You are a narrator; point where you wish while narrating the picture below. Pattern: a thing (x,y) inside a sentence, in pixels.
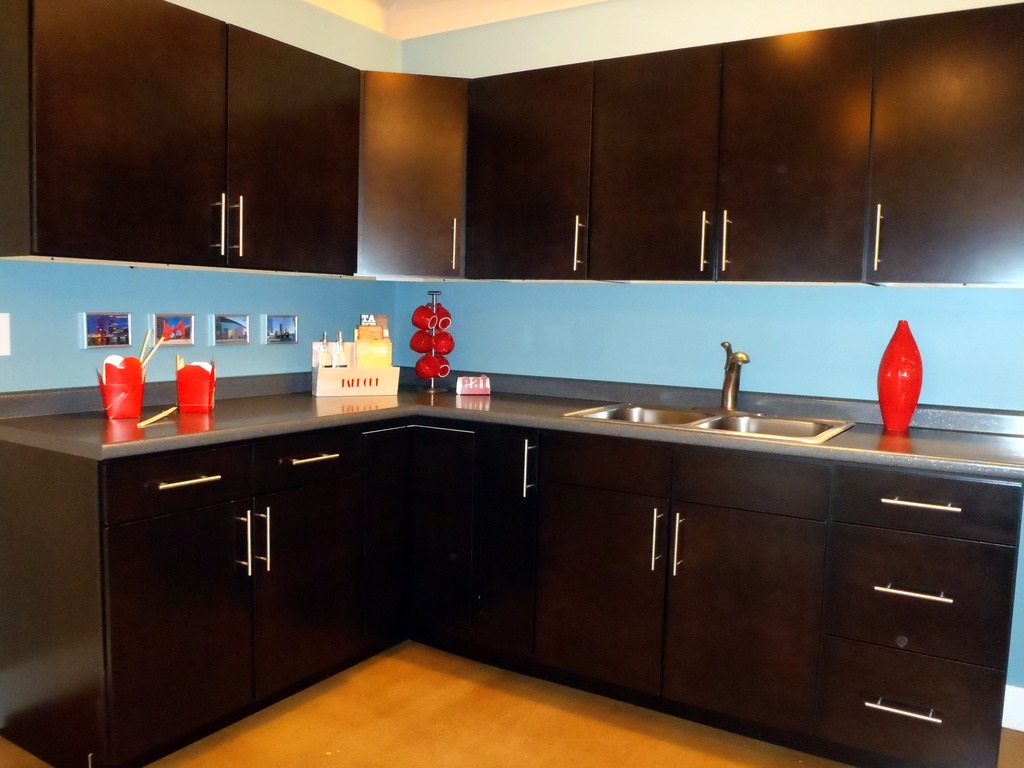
In this image, we can see a kitchen (557,234). There is a countertop (297,413) contains cups (415,319) and sink (787,423). There are cupboards (321,575) in the middle of the image (664,453).
